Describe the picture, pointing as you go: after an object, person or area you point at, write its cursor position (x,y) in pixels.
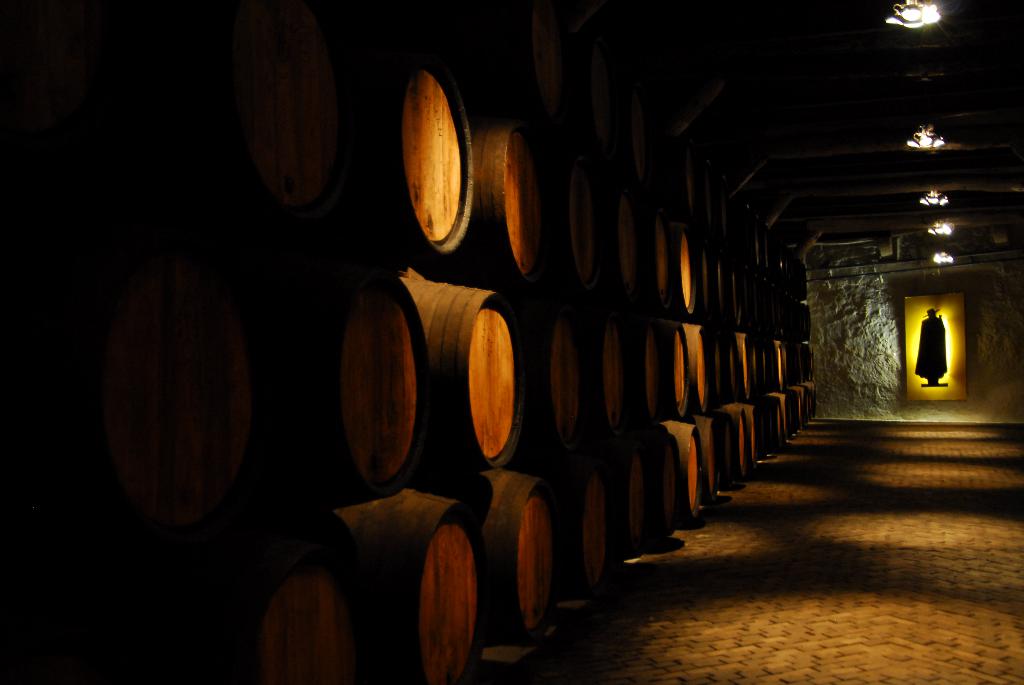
In this image I can observe barrels (336,307). At the top (904,15) there are lights (949,232) to the ceiling (947,193).
